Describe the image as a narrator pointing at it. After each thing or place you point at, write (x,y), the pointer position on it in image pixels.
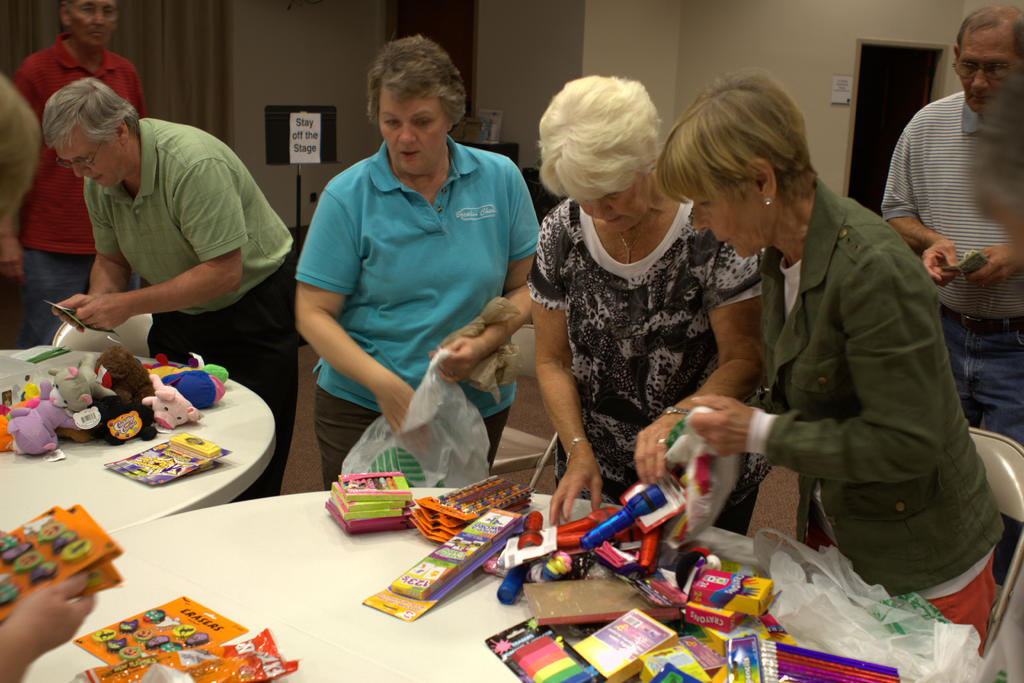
This picture shows few people (714,224) standing and we see a man (159,207) holding a paper (63,306) in his hand (101,299) and we see few soft toys (103,370) and toys (467,577) on the table (241,484) and we see a woman (380,269) holding a carry bag (440,441) in the hand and we see a man (916,197) standing on the back (984,224). He wore spectacles (1005,71) on his face (987,62) and we see a poster (300,130) on the wall (256,127) and curtains (184,77) to the window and we see couple of chairs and tables (493,581).
